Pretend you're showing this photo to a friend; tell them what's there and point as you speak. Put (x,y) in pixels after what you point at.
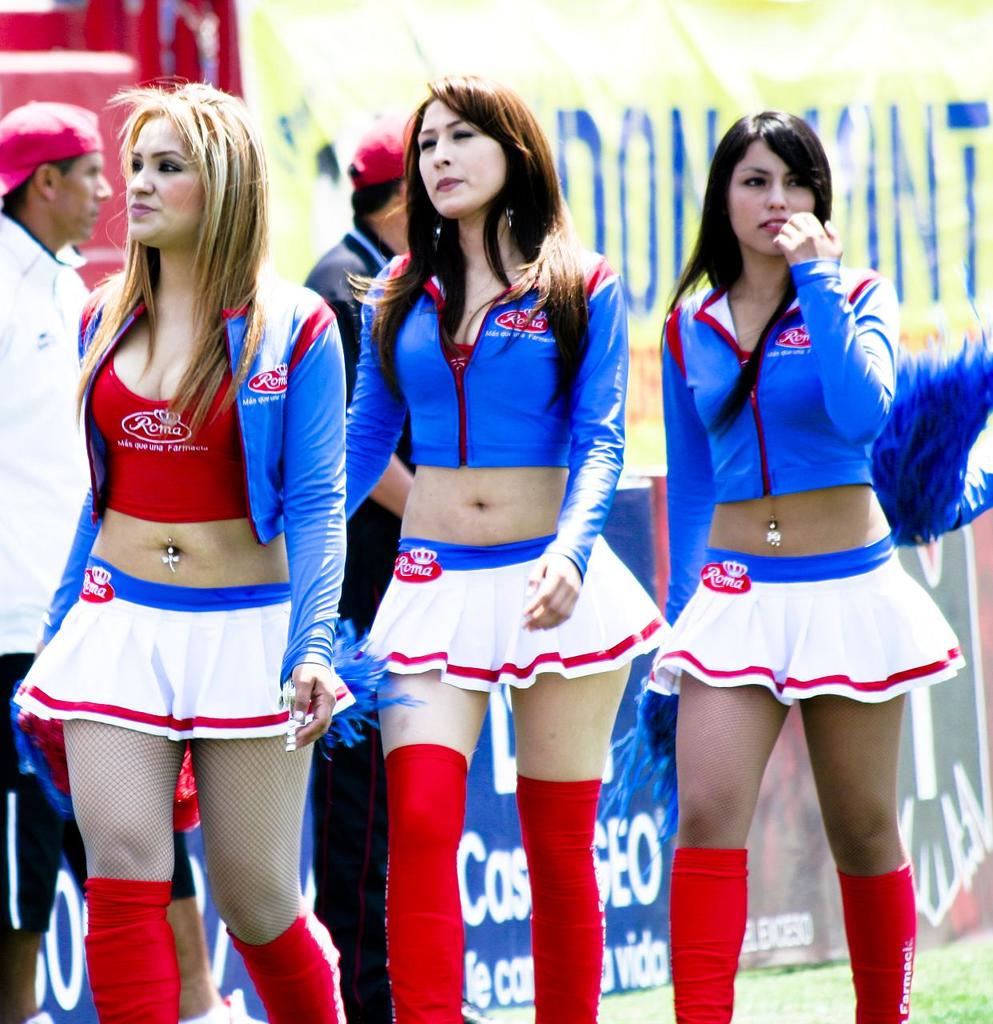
In this image I can see three women (508,407) wearing jackets (501,436), skirts (589,663) and walking towards the left side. At the back of these women (222,475) I can see some more people (62,339). In the bottom right (950,987), I can see the grass (968,989). In the background (629,921) there is a board (636,823) on which I can see some text (629,899). At the top (580,21) there is a banner (655,72).
